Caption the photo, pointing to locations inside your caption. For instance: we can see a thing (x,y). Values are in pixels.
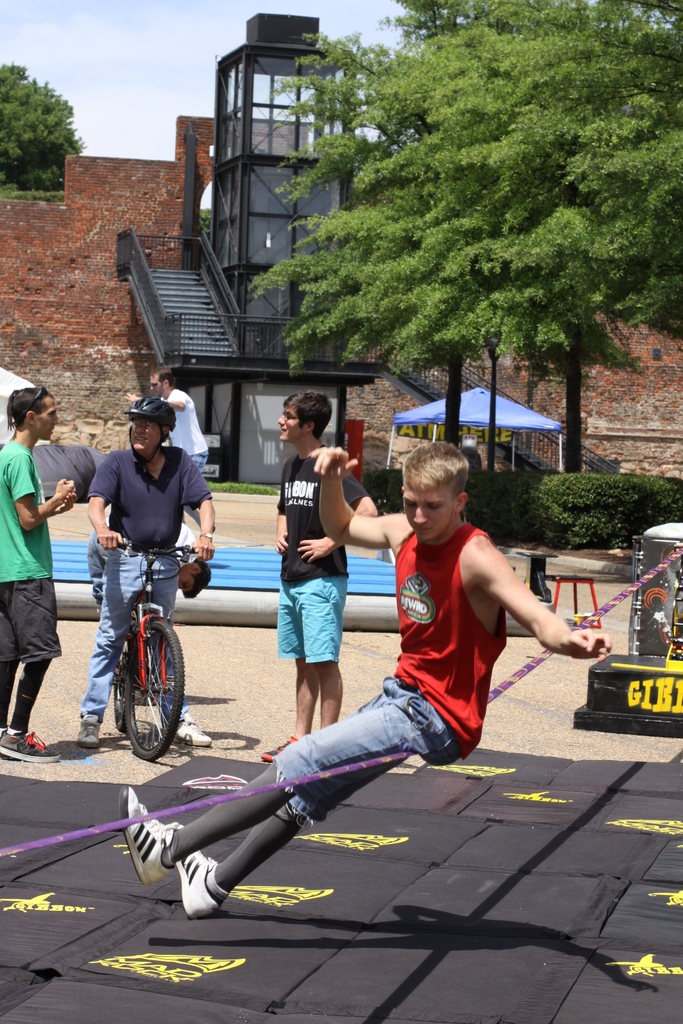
This picture shows some men (15,541) were standing and a middle guy (138,576) is riding a bicycle (129,675) and wearing a helmet (159,410). There is another guy (363,732) performing activity with a rope (658,566). In the background (485,320) there are some trees (434,259), wall (100,306) and a sky (136,58) here.
